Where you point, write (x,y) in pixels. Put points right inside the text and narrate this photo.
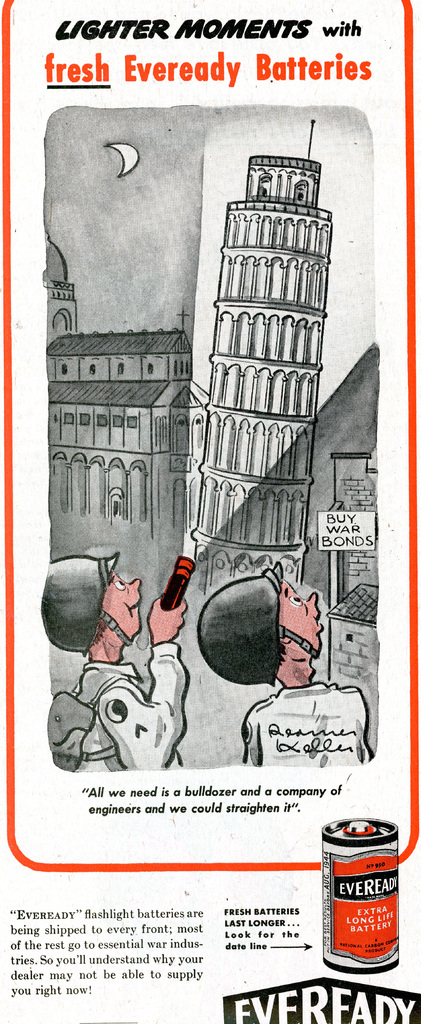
In this image we can see a poster (212,583) with some text (134,968). On the poster (231,533) there are buildings (209,507), in front of the building (218,485) there are two people (265,720) standing and one of them is holding torch light (163,601).
